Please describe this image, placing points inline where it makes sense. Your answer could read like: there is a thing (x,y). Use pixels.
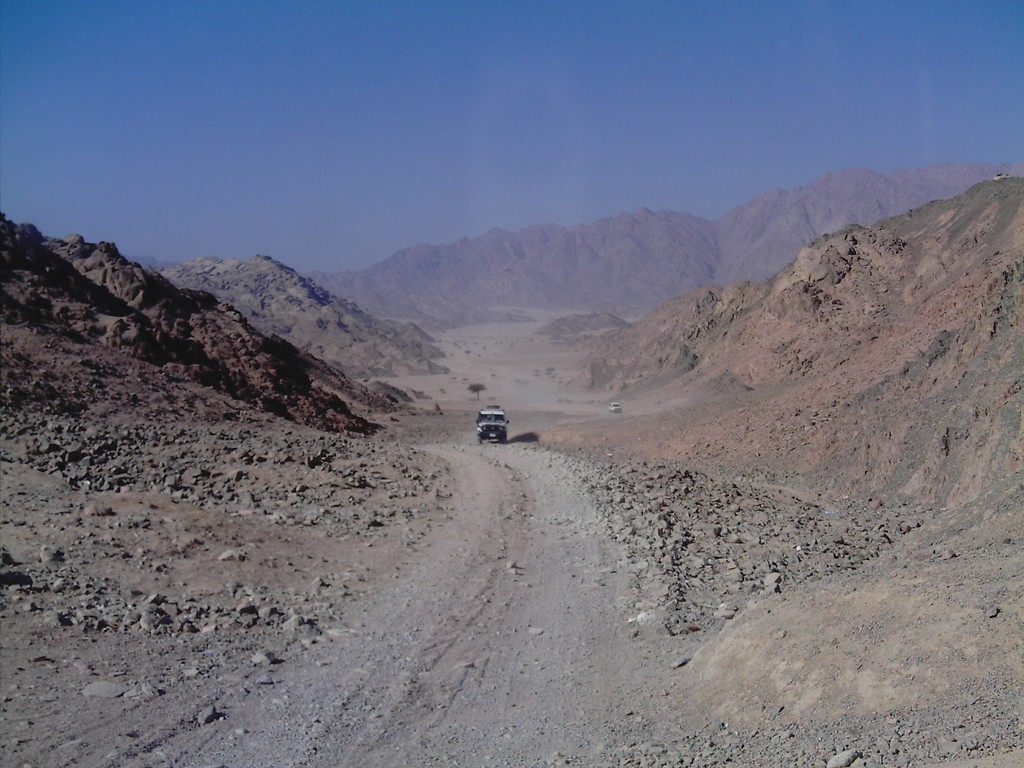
In this picture I can see there is a car (492,432) moving on the road (580,562) and there are mountains (860,291) on both the sides and there is another mountain (633,244) in the backdrop (642,254). The sky (602,190) is clear.
